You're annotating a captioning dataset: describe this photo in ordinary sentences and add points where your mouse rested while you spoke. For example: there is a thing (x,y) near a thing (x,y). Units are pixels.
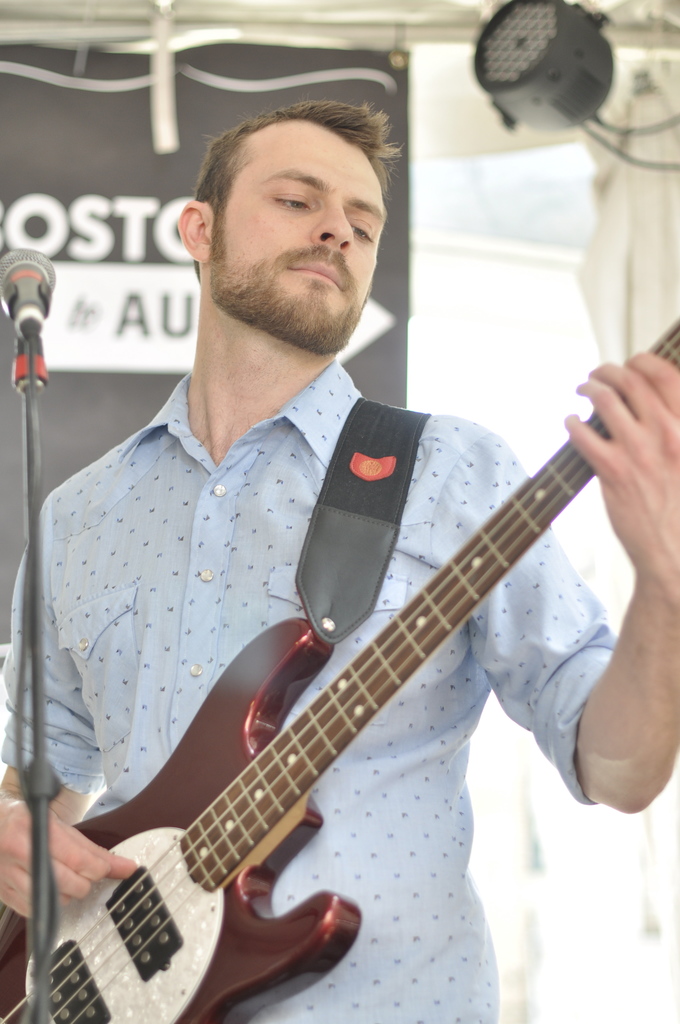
In this picture we can see man (206,648) holding guitar (424,643) in his hand (128,872) and in front of him there is mic (19,383) and in background (527,52) we can see curtains (590,270), light (552,49).
